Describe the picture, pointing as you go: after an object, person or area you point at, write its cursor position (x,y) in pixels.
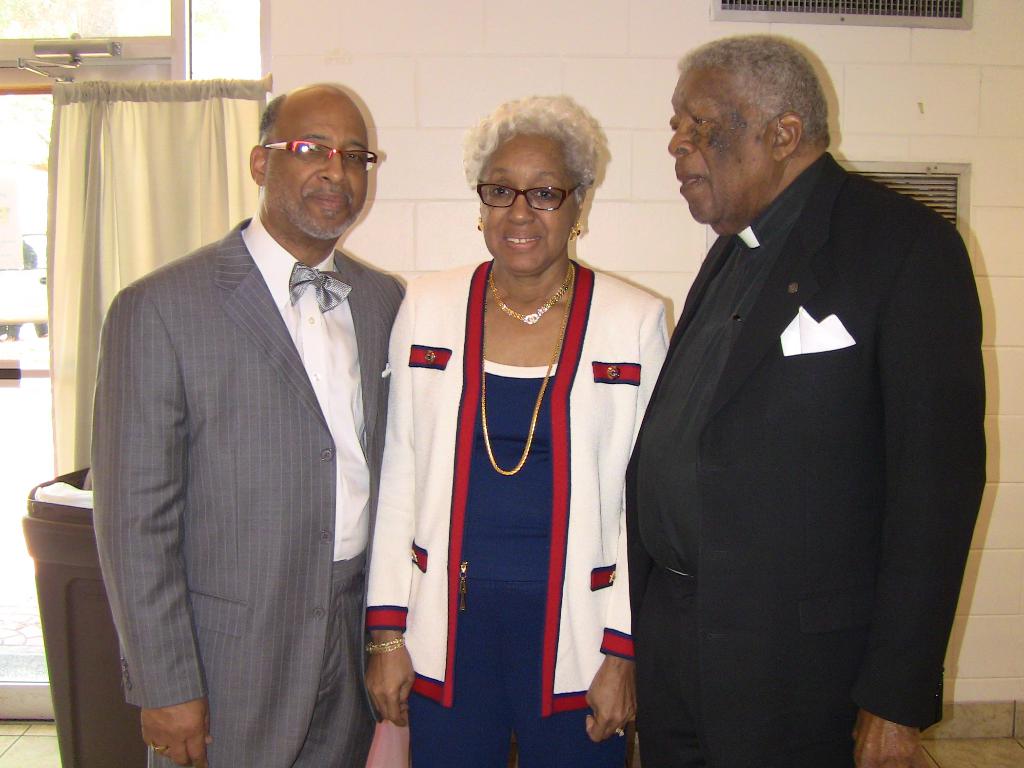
In this picture, we see two men (678,414) and a woman (591,438) are standing. Two of them are smiling and they are posing for the photo. Behind them, we see a garbage bin (92,610) and behind that, we see a curtain (154,248) in white color. On the left side (40,311), we see the glass doors (40,397) from which we can see the vehicle (16,307). In the background (522,63), we see a wall (882,102) in white color.
